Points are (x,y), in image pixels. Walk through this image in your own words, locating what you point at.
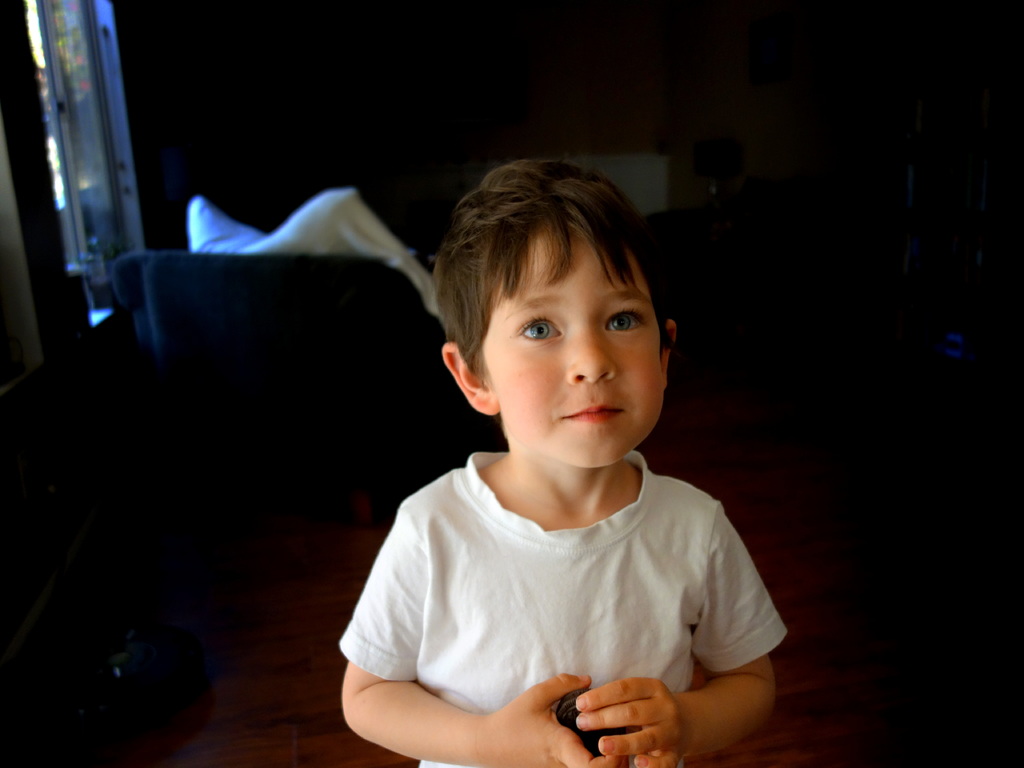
This image consists of a kid (510,532). He is wearing white T-shirt (569,599). He is standing.
